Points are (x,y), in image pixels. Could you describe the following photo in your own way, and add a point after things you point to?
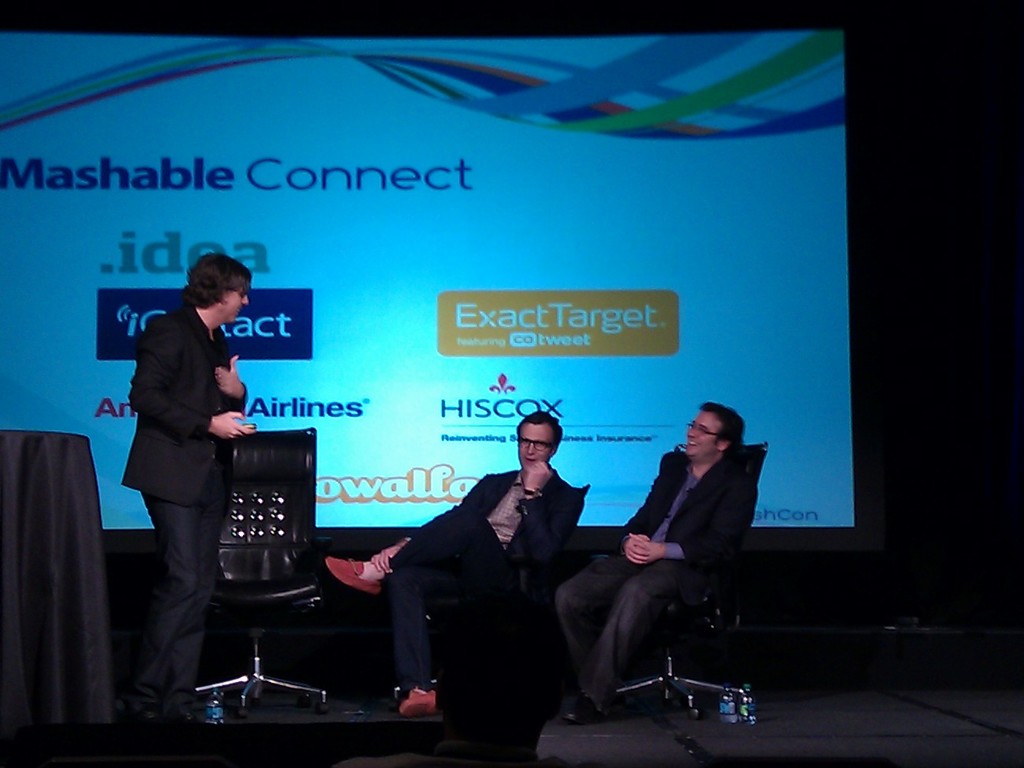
This image consists of three men (144,437). All are wearing suits (161,679). At the bottom (543,738), there is a floor (573,691). Two men (628,606) are sitting in the chairs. In the background (640,318), we can see a screen (660,256). On the left (75,645), it looks like a cloth (85,584).
